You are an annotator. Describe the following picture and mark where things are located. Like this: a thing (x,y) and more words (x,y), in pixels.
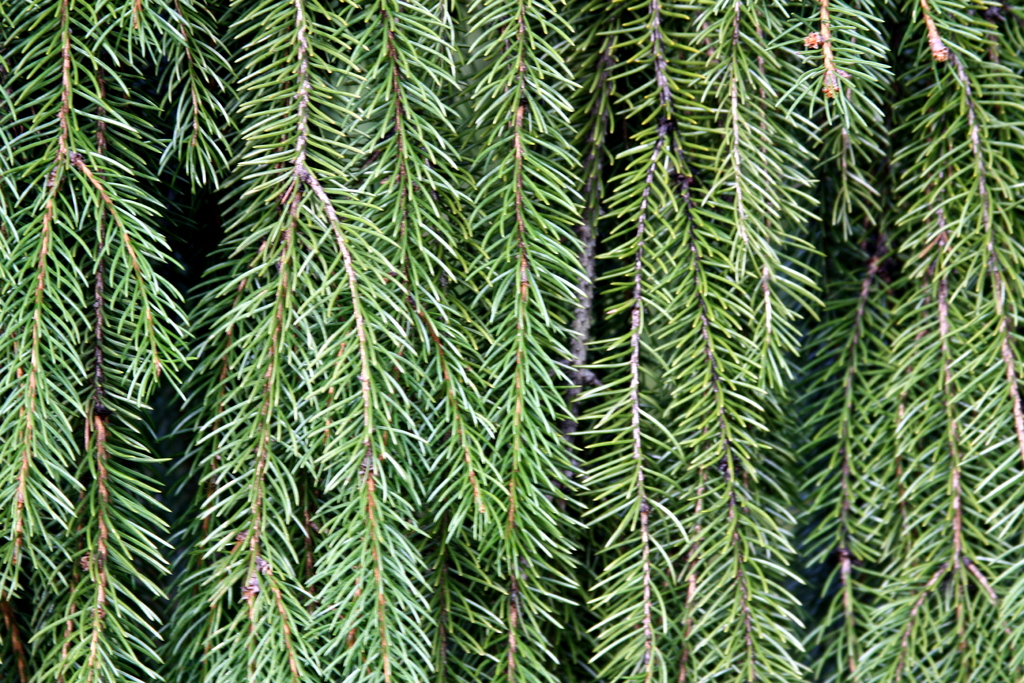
In this image we can see the tree branches (544,462) which are in green color.
